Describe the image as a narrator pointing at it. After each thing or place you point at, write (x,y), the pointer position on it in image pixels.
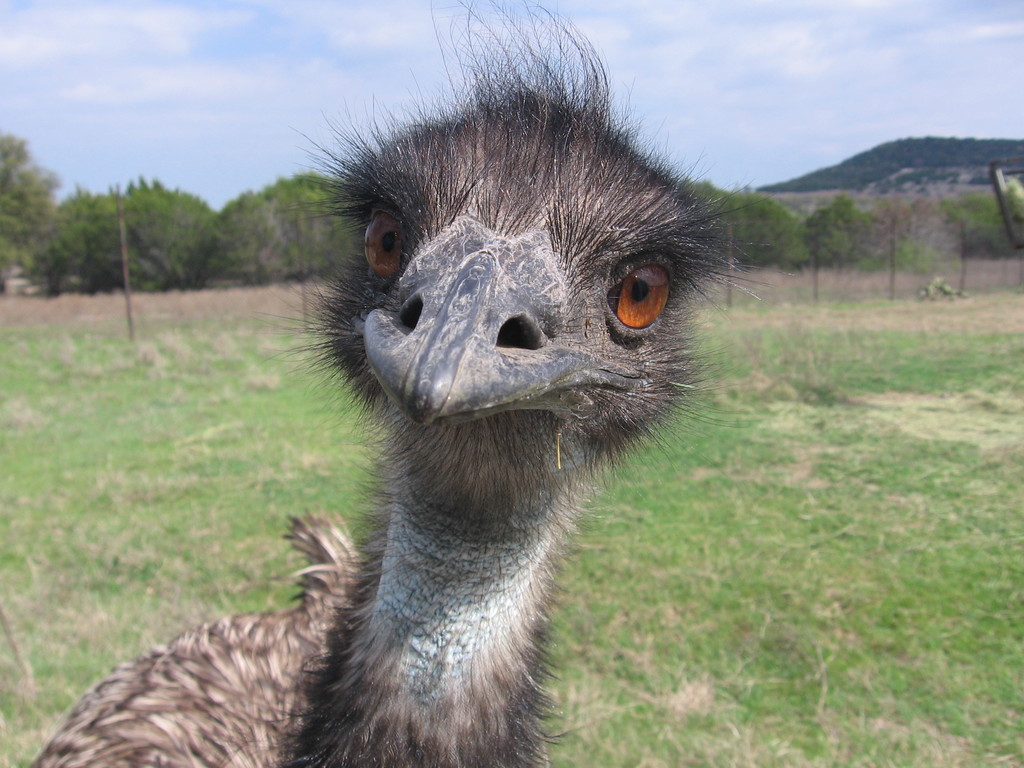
In this image we can see a bird (429,576). Behind the bird (389,709) grassy land (152,431), fence (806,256) and trees (802,225) are there. At the top of the image (127,87) sky (398,55) is present.
